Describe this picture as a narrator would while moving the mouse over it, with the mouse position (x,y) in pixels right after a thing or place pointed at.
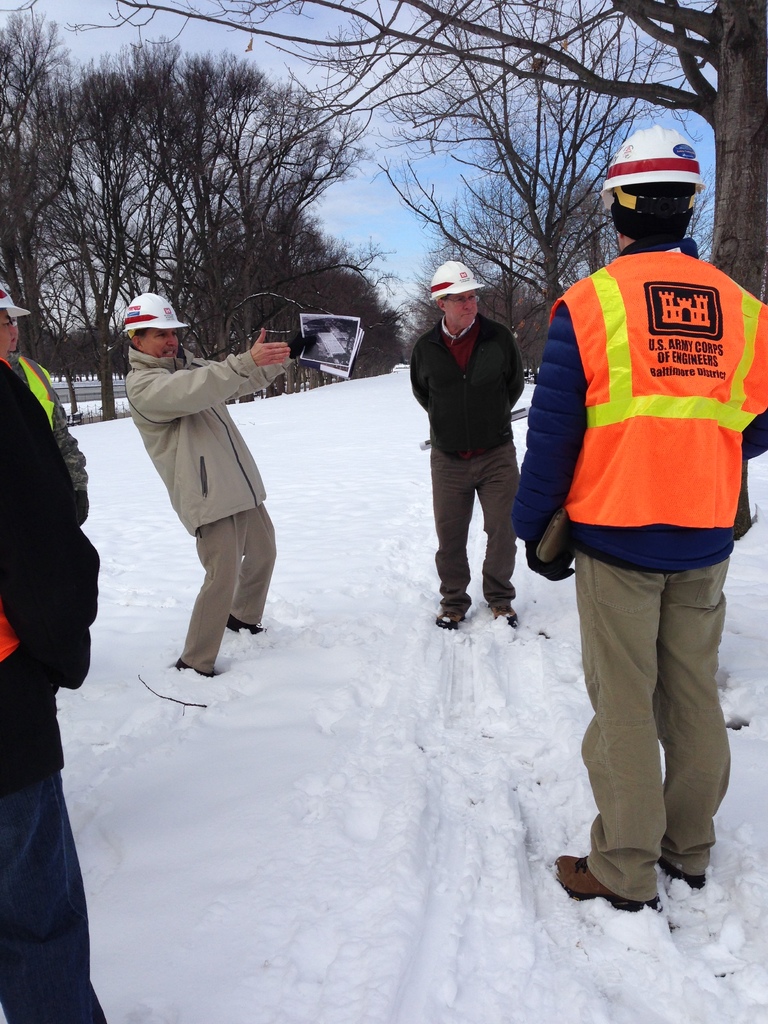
In this image there are few people (591,651) standing in the snow (508,635) by wearing the jackets (643,399) and helmets (656,155). The man (240,520) in the middle (342,368) is holding papers (327,353). In the background (78,206) there are trees (78,206). At the bottom (147,938) there is snow (154,953).
